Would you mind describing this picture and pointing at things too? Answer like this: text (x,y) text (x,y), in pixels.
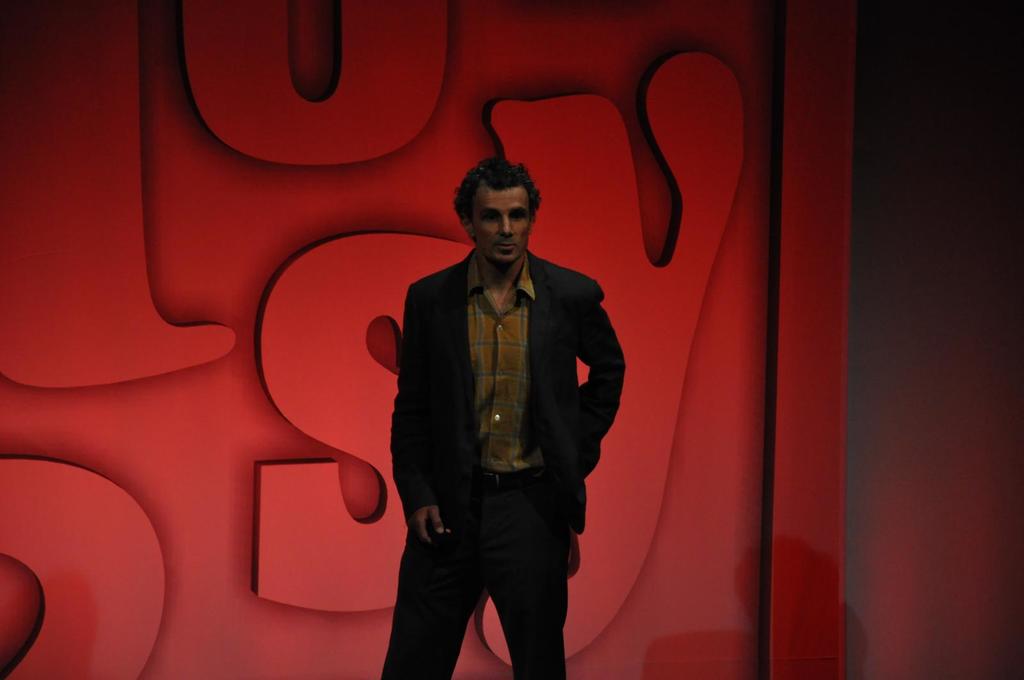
In this picture, we can see a person (569,302), and in the background (70,147) we can see red color wall (639,325) with some letters (343,325) on it.
